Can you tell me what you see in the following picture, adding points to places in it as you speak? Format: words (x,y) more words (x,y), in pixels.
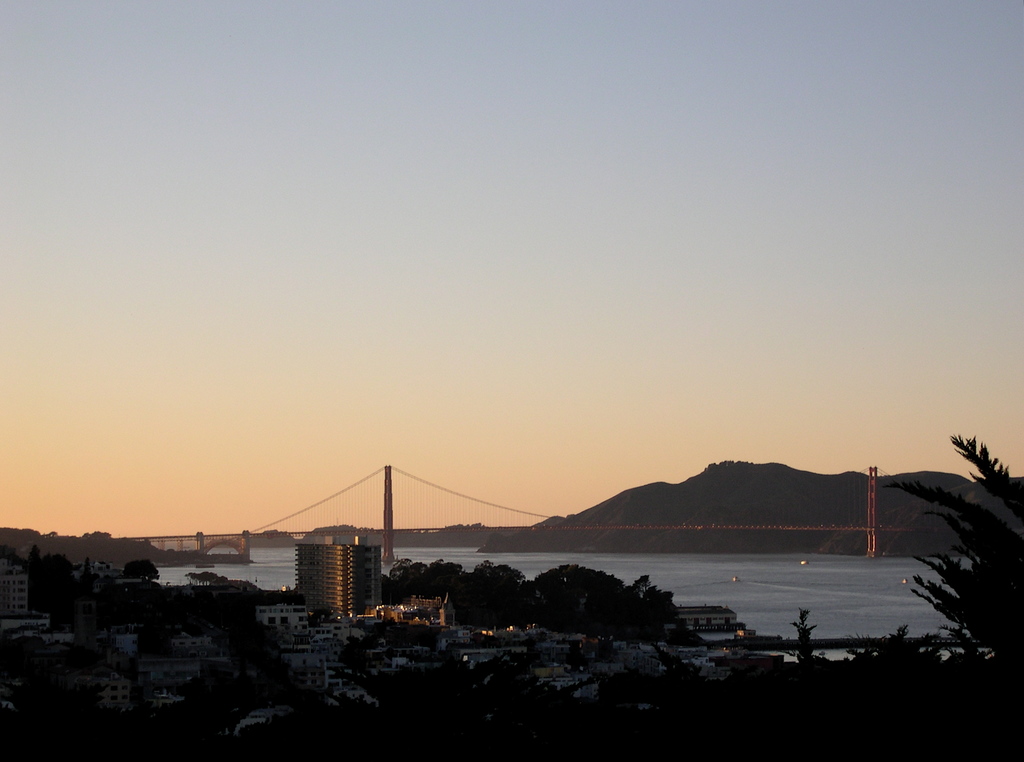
In the background (609,198) we can see the sky (628,229), hills (922,516), water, bridge (442,492). In this picture we can see the trees (975,526) and the buildings (632,645). Bottom portion of the picture (438,732) is dark.
